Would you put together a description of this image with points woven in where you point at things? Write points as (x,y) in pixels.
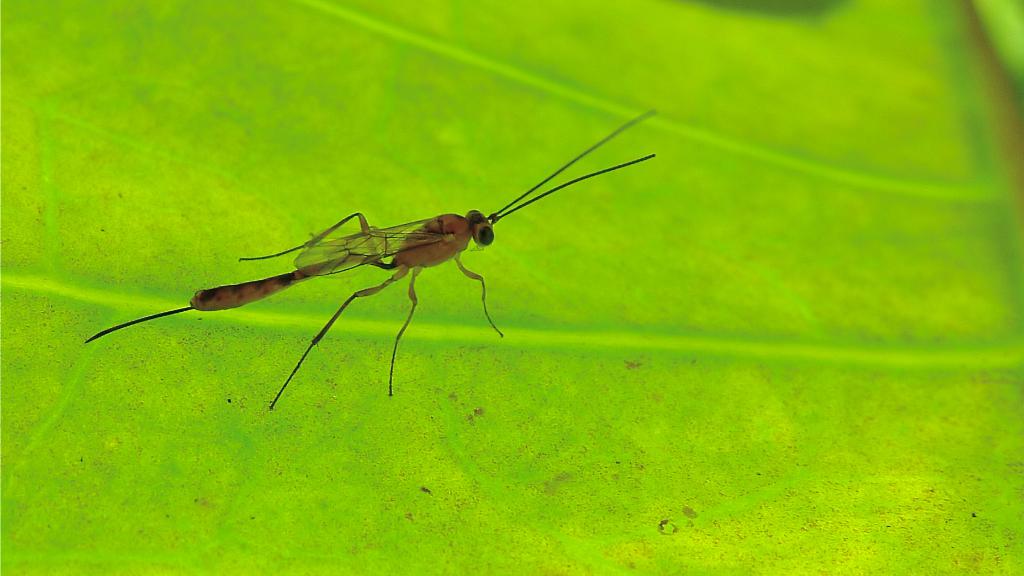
In this picture we can see an insect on the green surface (343,442).
